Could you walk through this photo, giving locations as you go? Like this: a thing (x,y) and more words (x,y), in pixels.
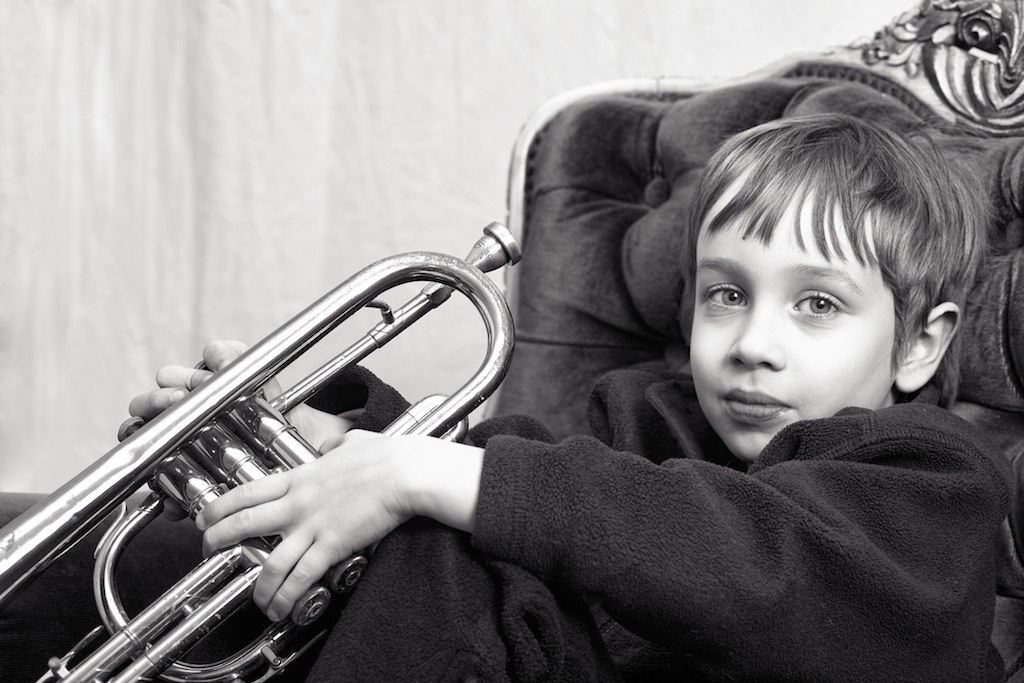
This is a black and white picture, in this image we can see a person (710,341) holding a musical instrument (410,322) and sitting on the sofa (581,316), in the background (412,121) we can see the wall (545,55).
